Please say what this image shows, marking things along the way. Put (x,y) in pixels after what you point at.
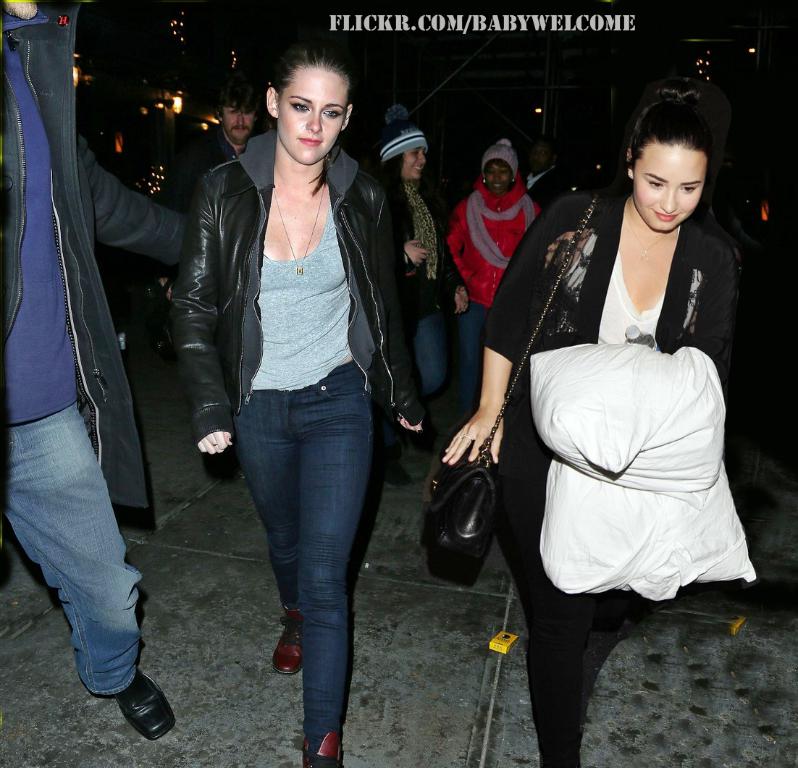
In this image I can see there are two women (671,171) visible in the foreground (202,251) and on the left side (84,274) I can see a person (4,175) and background (165,106) I can see few persons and lights (180,107) and at the top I can see the text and this picture is taken during night.
